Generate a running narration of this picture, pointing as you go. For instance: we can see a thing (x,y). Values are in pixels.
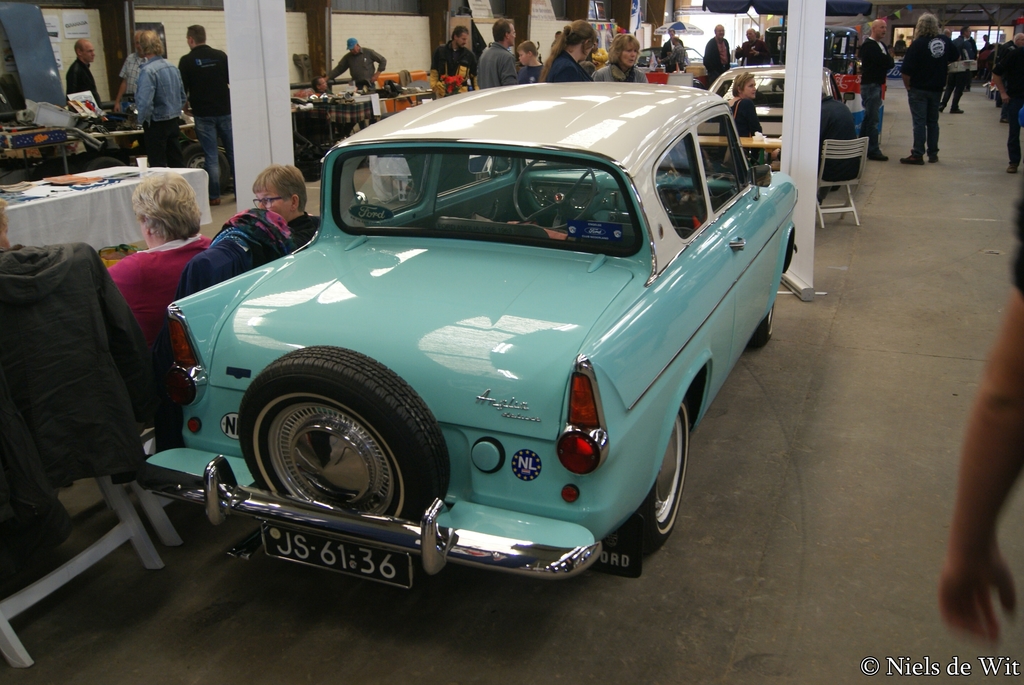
In this image I can see a car (565,303) which is blue and white in color on the ground (736,460). I can see a person (160,271) wearing pink dress (147,275) and another person (279,199) wearing black dress (313,226) are sitting on a bench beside the car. In the background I can see few pillars (241,181) which are white in color, few other persons (675,63) standing and sitting, few tables (323,118) and a car (724,91) and few objects (350,93) on the table (349,112).
